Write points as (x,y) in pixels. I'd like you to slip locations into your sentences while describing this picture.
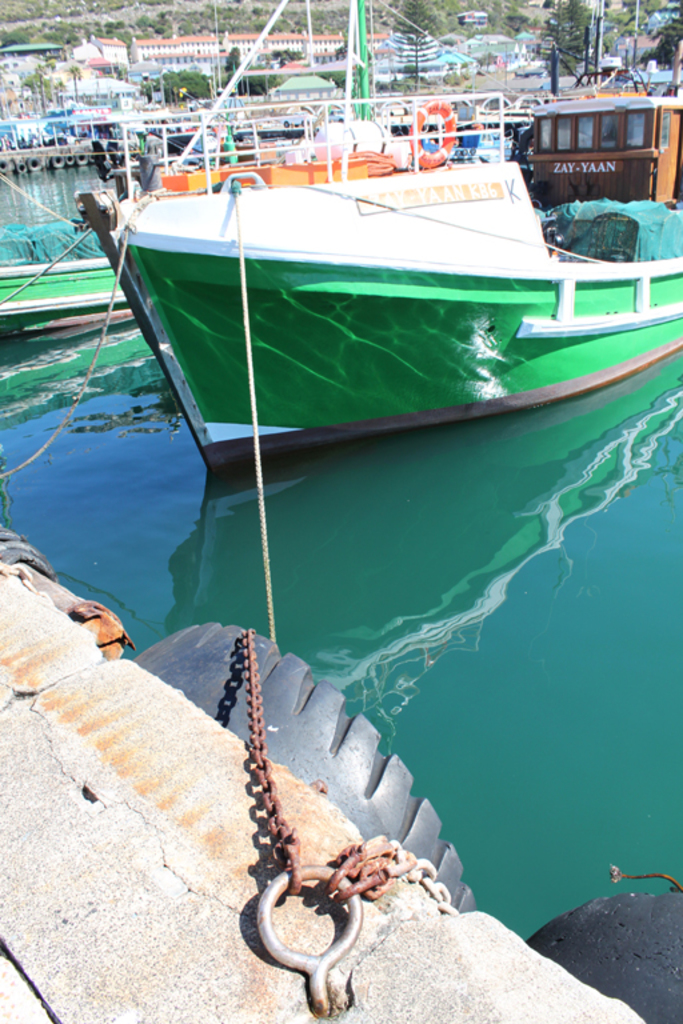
In this image we can see a ship (304,216) tied to the hook (322,875). In the background (104,131) we can see buildings (295,63), ships (103,112), water (66,181) and trees (475,32).
